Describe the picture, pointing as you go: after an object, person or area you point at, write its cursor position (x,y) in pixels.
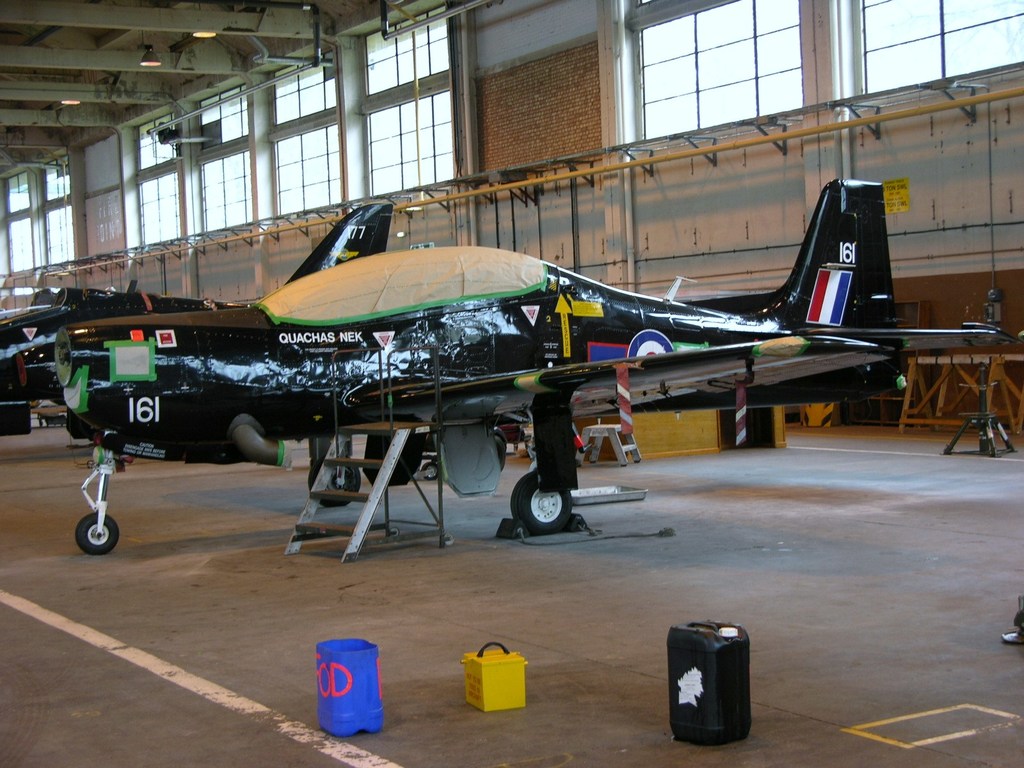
There is a plane (286,400) present in the middle of this image (513,368). We can see a wall (631,278) in the background (620,282). There are plastic objects (673,646) present on the floor (445,691) as we can see at the bottom of this image (358,723). We can see glass windows (714,116) at the top of this image (428,94).
